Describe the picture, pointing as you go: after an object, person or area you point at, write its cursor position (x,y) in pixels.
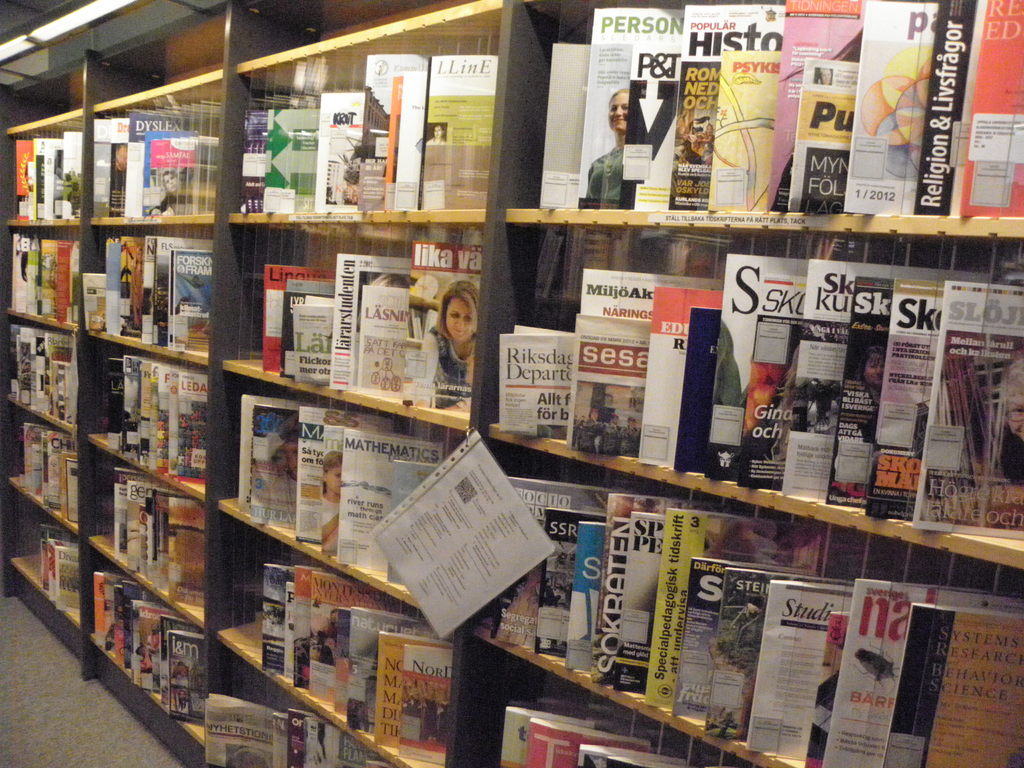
In this picture I can see few books (381,377) in the bookshelves (1002,574) and I can see a paper (452,537) with some text (464,568) in the cover (426,545).
